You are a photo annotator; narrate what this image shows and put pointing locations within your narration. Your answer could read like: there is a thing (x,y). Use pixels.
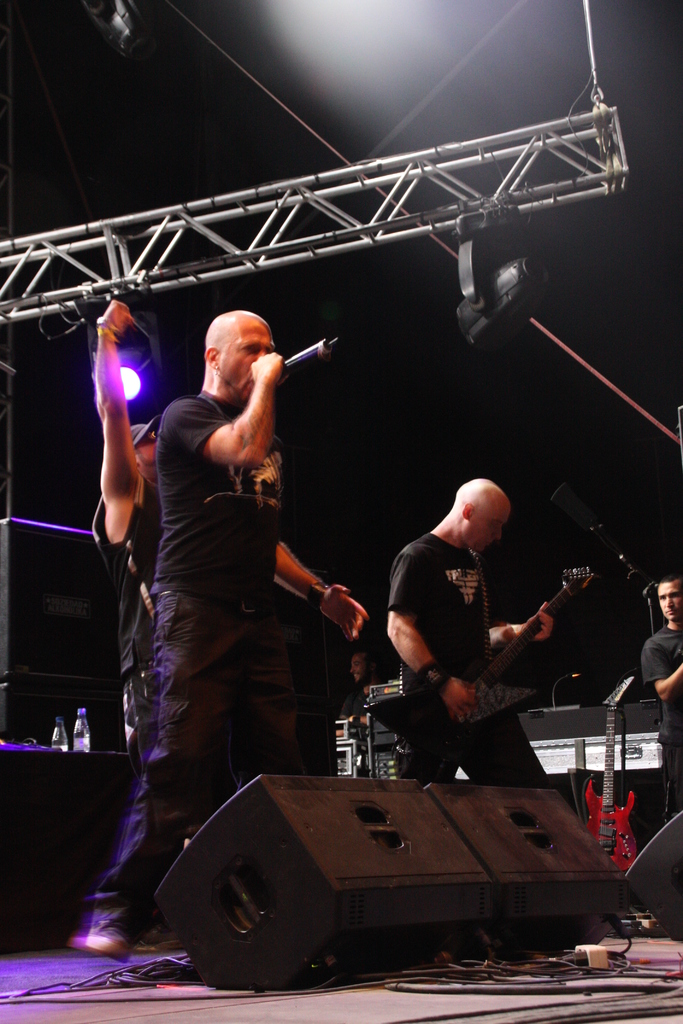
In this image I see 4 men (264,406) who are on the stage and this man (431,776) is holding a guitar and this man (216,333) is holding the mic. In the background (555,758) I see few equipment (8,589), 2 bottles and another man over here who is smiling and there is a guitar (622,687).
